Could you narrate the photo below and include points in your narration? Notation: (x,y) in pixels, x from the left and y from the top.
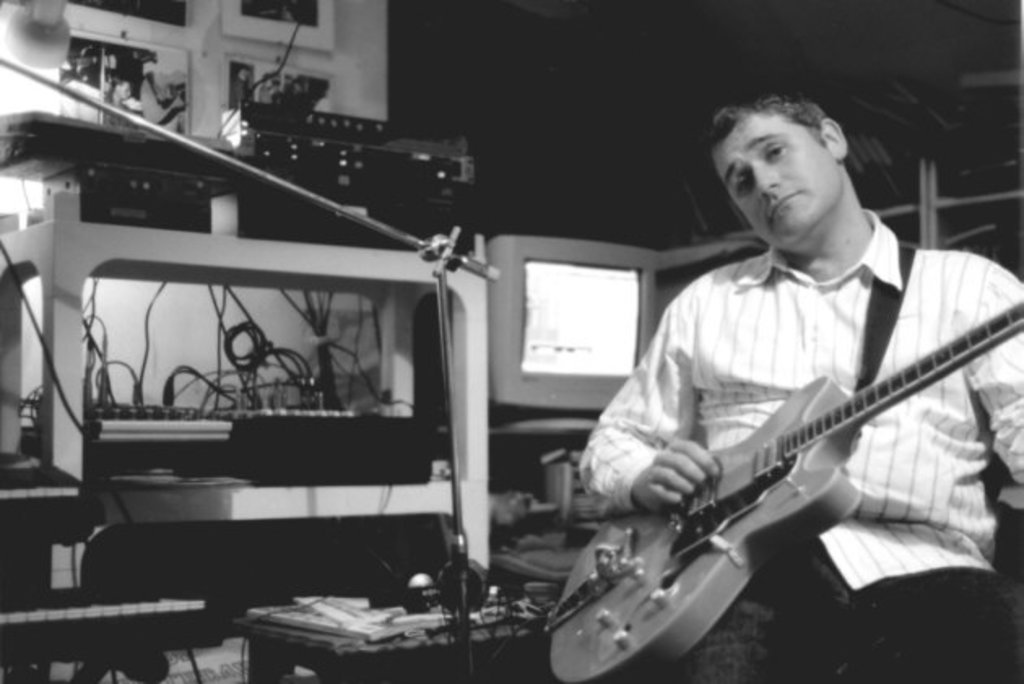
In the image we can see there is a man (814,331) who is sitting by holding a guitar (841,412) in his hand (644,478) and the image is in black and white colour.
